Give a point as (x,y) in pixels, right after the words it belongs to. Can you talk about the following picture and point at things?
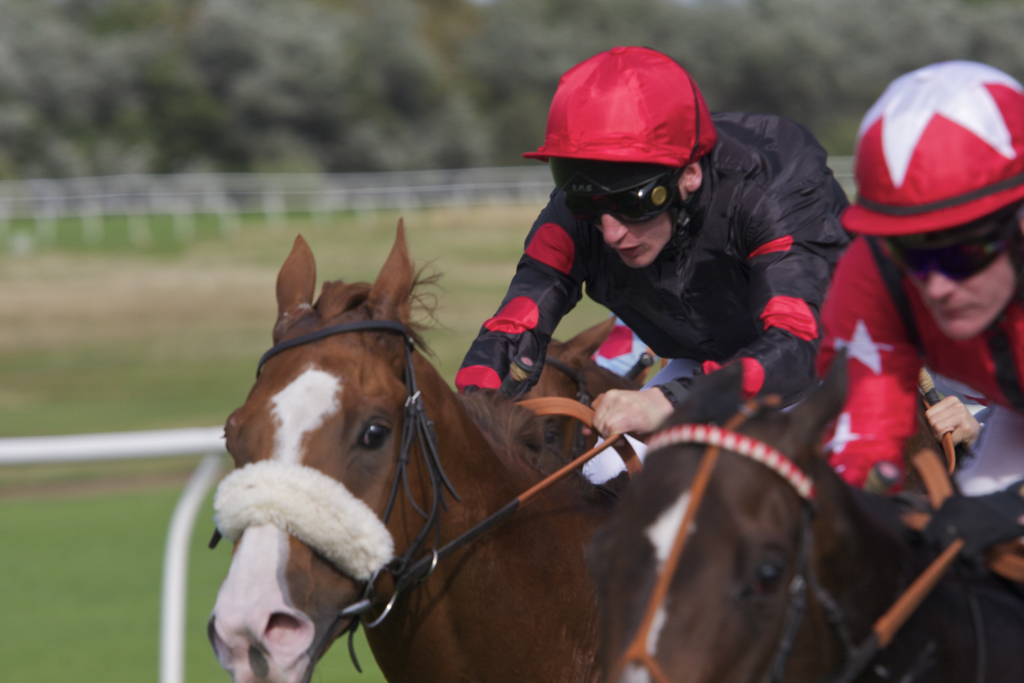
In this image I can see two persons (805,351) wearing jackets (769,266), caps (651,132) on their heads (864,177) and riding the horses (519,470). On the left side (86,457) there is a metal stand (157,454). On the ground (75,498), I can see the grass (89,520). In the background (156,91) there are many trees (230,71).
